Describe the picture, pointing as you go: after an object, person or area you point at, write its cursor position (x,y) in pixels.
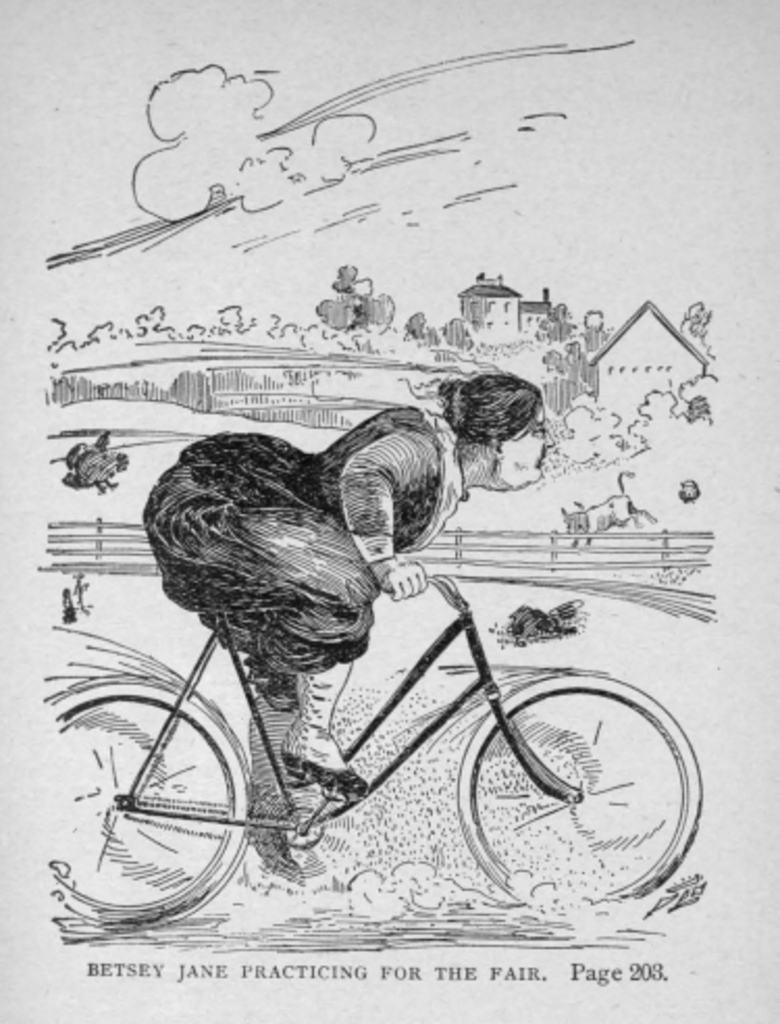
In this image we can see the sketch of a person (289,507) who is riding the bicycle (478,775) towards the right side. In the background (504,310) there are few houses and trees (342,295). At the bottom of this sketch there is some text (330,964). This is a black and white image.
